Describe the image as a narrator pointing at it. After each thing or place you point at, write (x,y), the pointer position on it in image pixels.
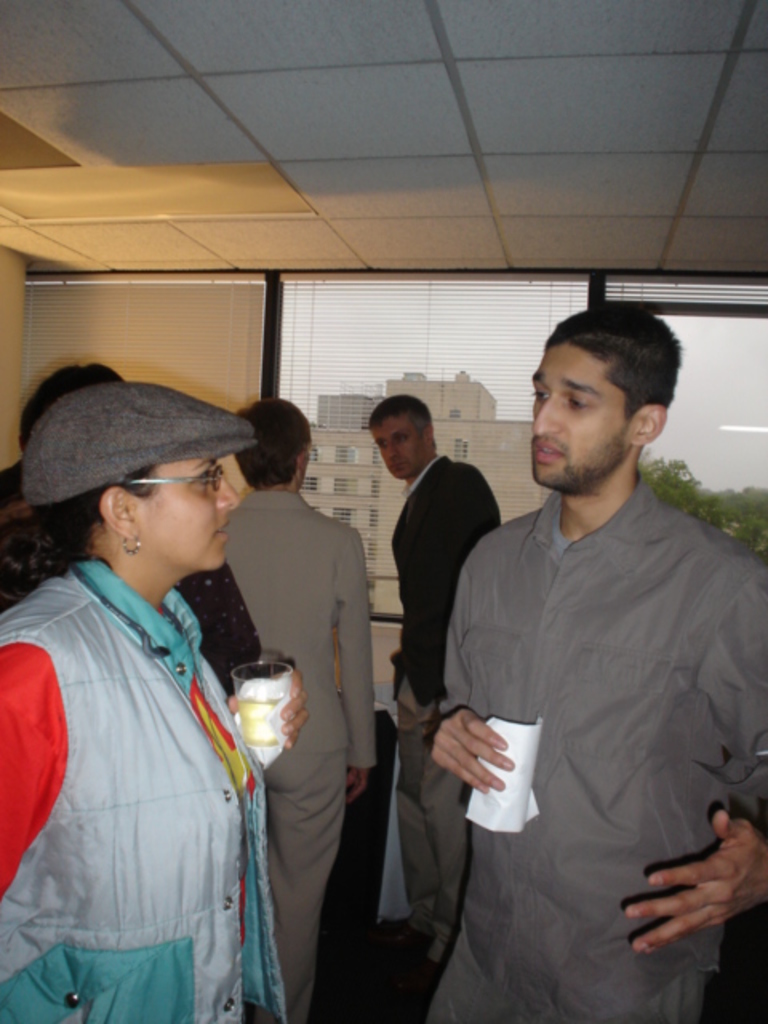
In this image we can see people (165,576) standing on the floor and some of them are holding glass tumblers (258,701) in their hands (454,763). In the background (390,336) we can see windows (415,336), blinds (423,372), buildings (436,393), trees (673,506) and sky (463,337).
